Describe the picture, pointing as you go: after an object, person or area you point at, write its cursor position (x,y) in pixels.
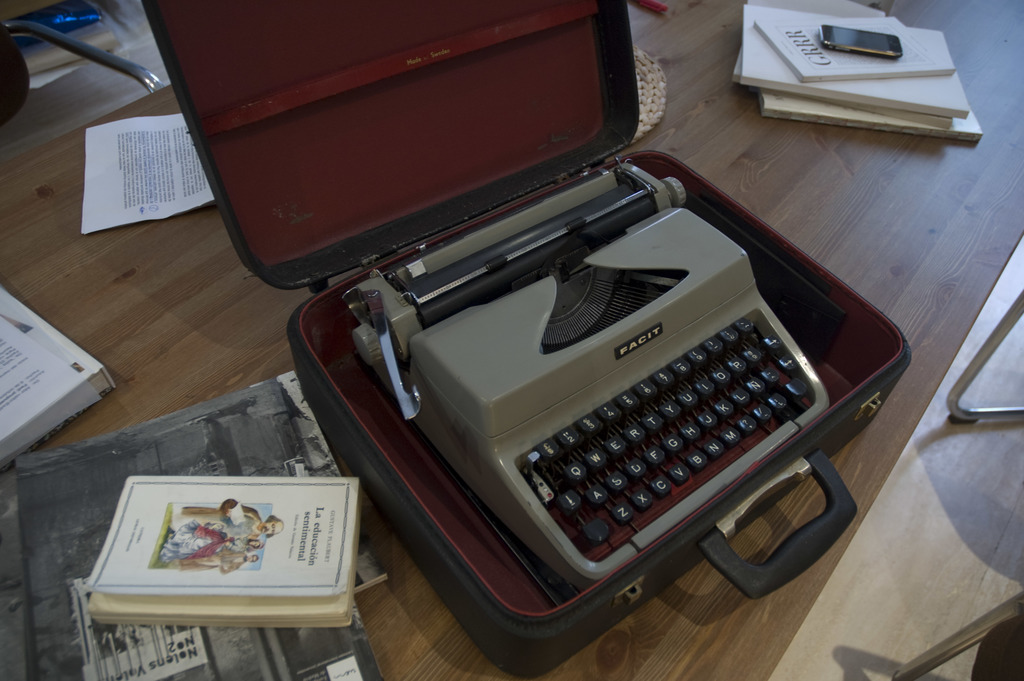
The picture consists of a wooden desk (935,185), on the desk (143,241) there are books (114,541), mobile (872,53), typewriter (487,349), briefcase (540,178) and other objects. On the right (942,649) we can see the legs (965,412) of a chair (965,412).
